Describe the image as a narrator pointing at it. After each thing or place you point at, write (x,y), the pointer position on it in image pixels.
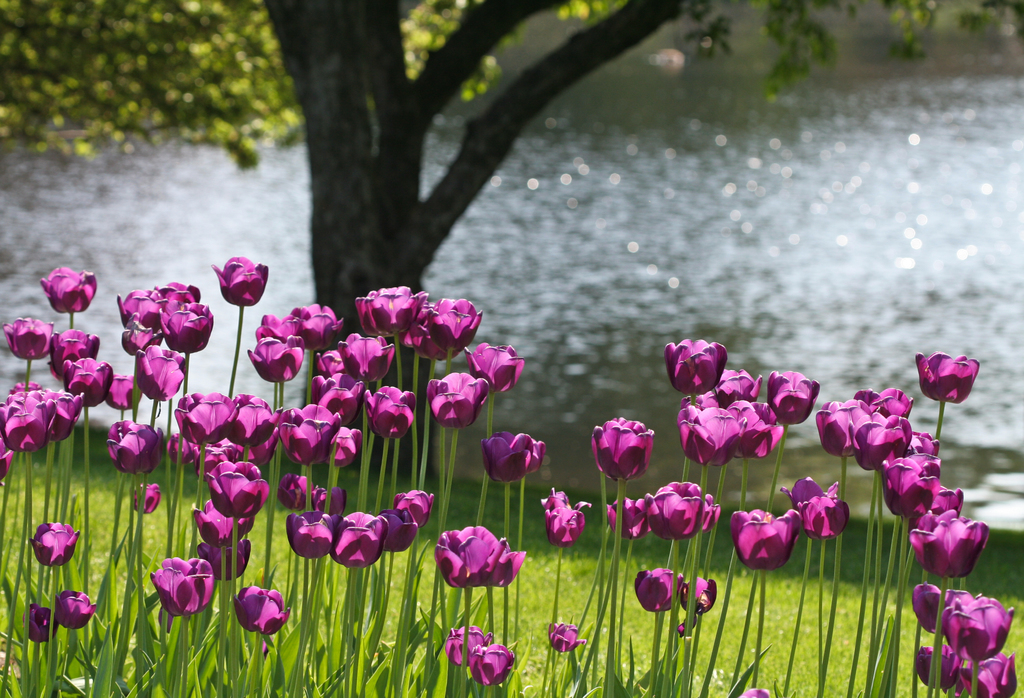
This is an edited image. In this image, we can see some plants (323,648) with flowers (711,603) which are in purple in color. In the background (392,92), we can see a tree (410,87) and water (642,110) in a lake (660,207). At the bottom (551,593), we can see a grass (743,583).
